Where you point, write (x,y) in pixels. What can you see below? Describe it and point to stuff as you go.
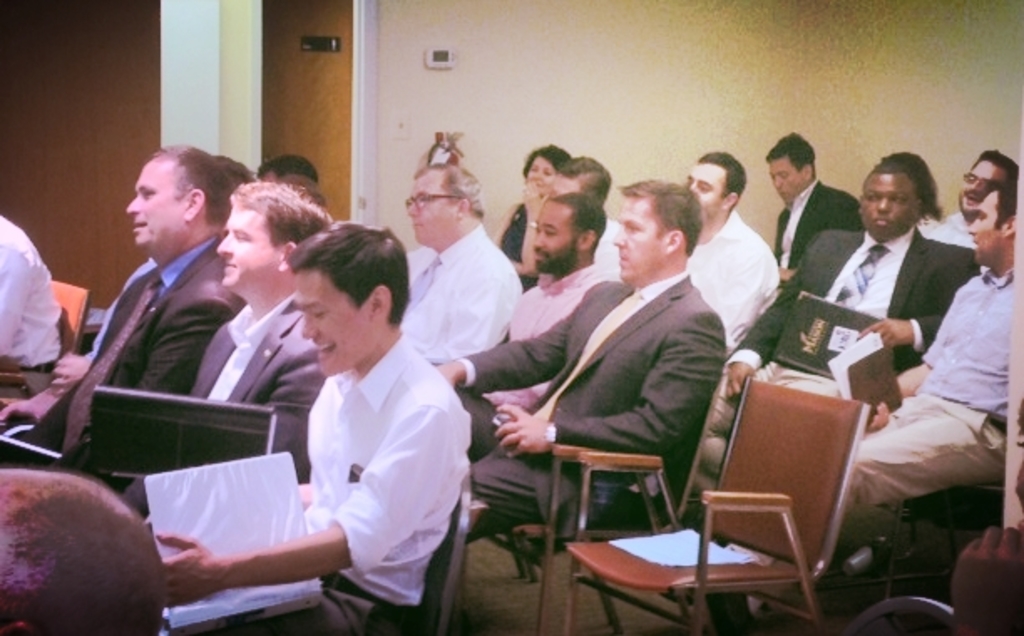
There are few people (699,424) sitting on the chair (827,469) and holding files (222,525) in their hands (55,371).
